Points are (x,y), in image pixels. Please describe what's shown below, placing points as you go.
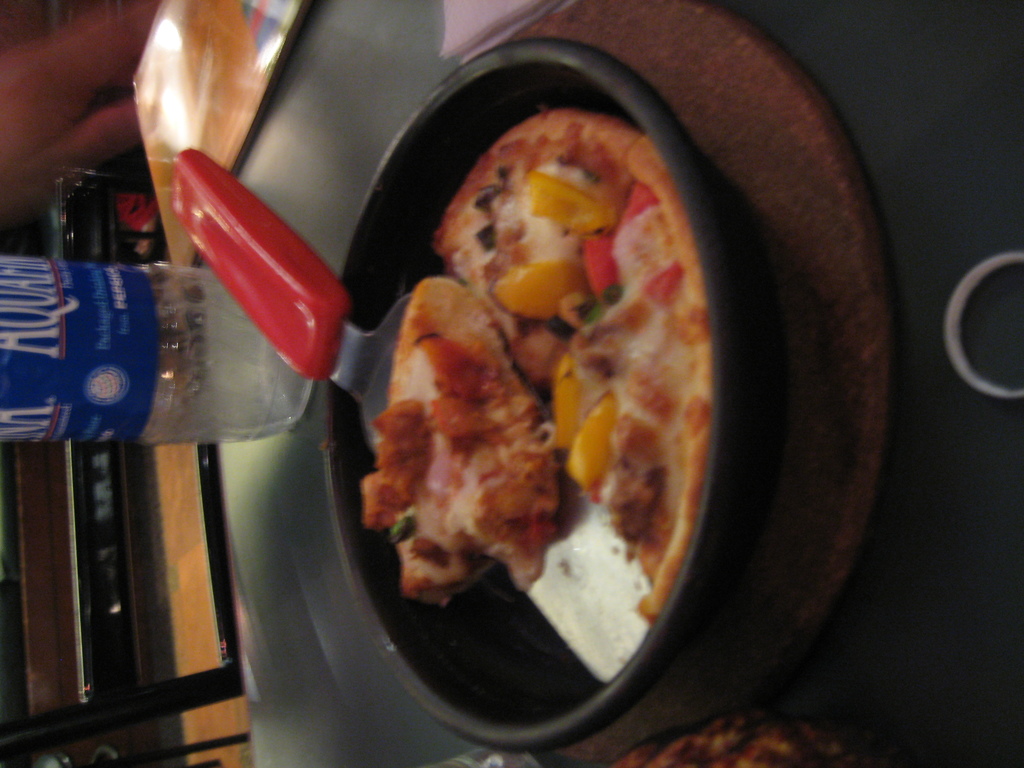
In this picture I can see a pizza (467,462) is placed in pan (411,227) along with pizza server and which is placed on the table (369,0), on the table (283,550) we can see some cards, bottle (124,308) and ring (967,367).
